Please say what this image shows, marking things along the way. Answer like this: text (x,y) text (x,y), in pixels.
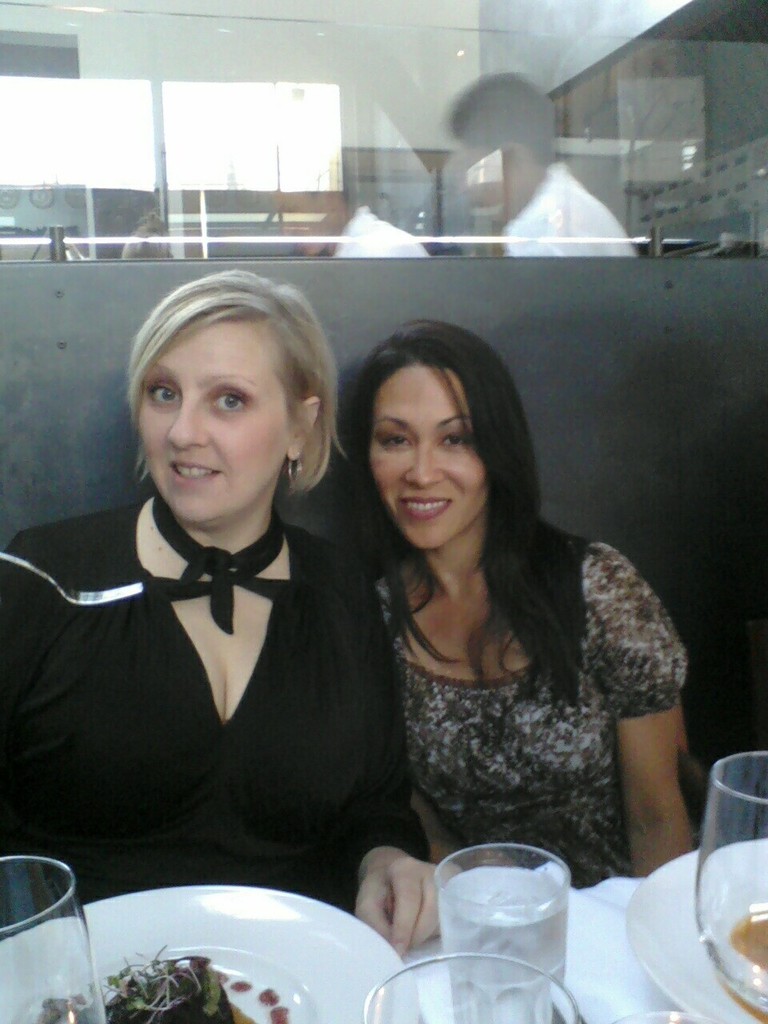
In this image there are two women (367,554) who are sitting, and at the bottom (218,930) there are plates (366,946), glasses (506,937). And in the plates (233,966) there is food (113,982) and there is a cloth (575,918), and in the background (606,401) there is a board (67,377) and glass window (445,135) and through the glass (106,227) we could see a reflection (481,190) of one person (575,195) poles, wall (338,59), windows (116,116) and some objects (37,207).
